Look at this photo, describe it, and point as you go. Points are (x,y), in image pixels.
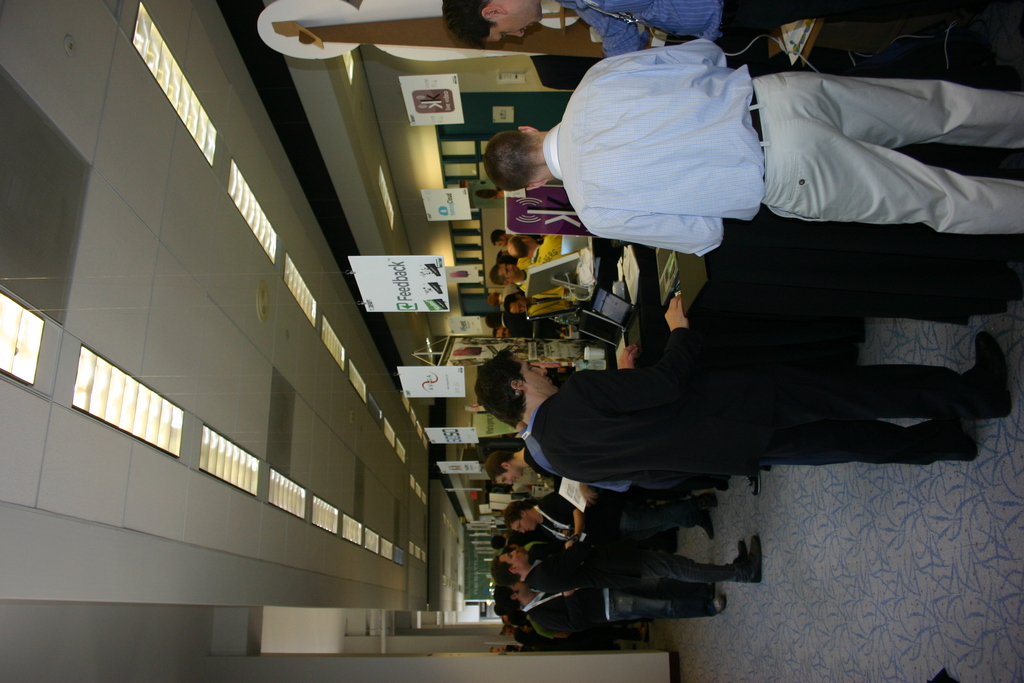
In this picture we can see laptops (616,308), papers (631,261), wires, posters (433,120), lights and some objects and a group of people (516,375) standing on the floor (751,625) and in the background (451,629) we can see pillars (447,645).
